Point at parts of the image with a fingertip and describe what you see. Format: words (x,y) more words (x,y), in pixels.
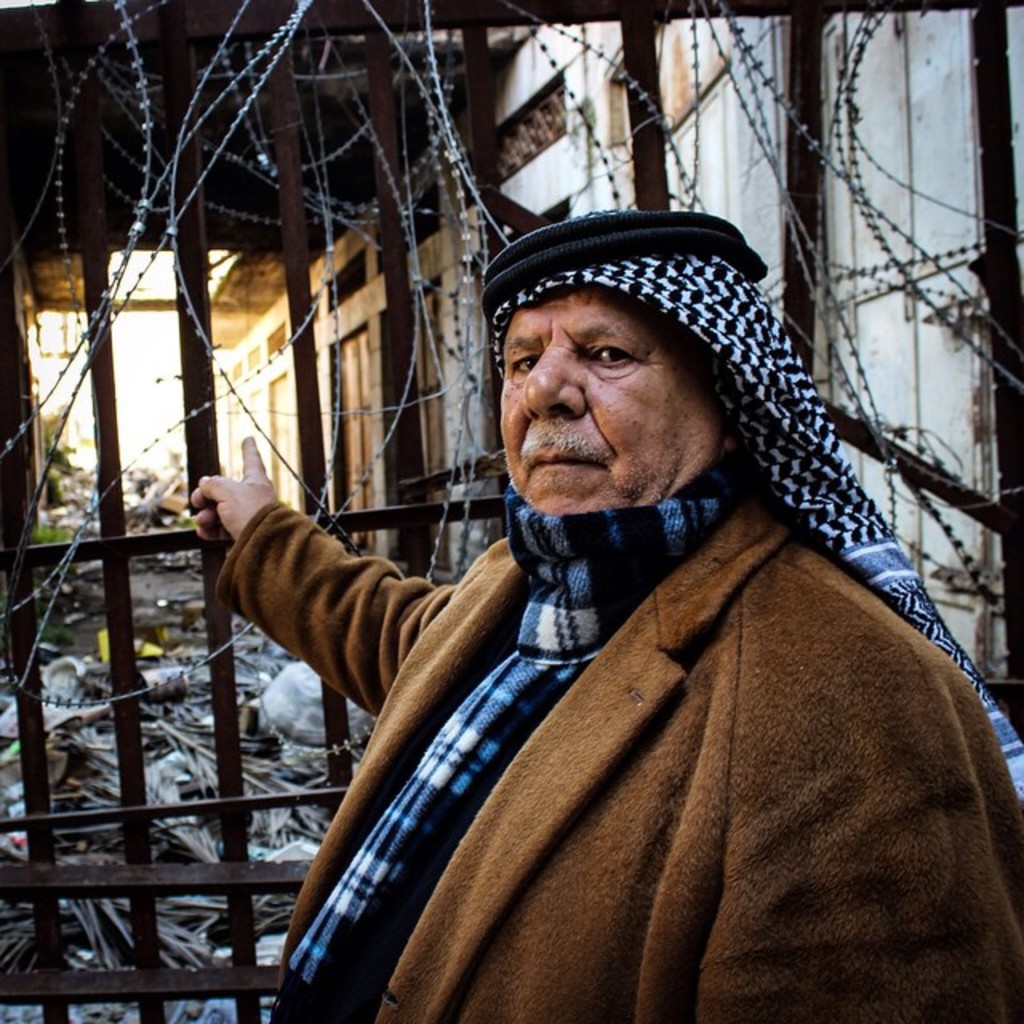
In this picture we can see a person (562,665), behind we can see gate (145,877), fencing (428,9).
